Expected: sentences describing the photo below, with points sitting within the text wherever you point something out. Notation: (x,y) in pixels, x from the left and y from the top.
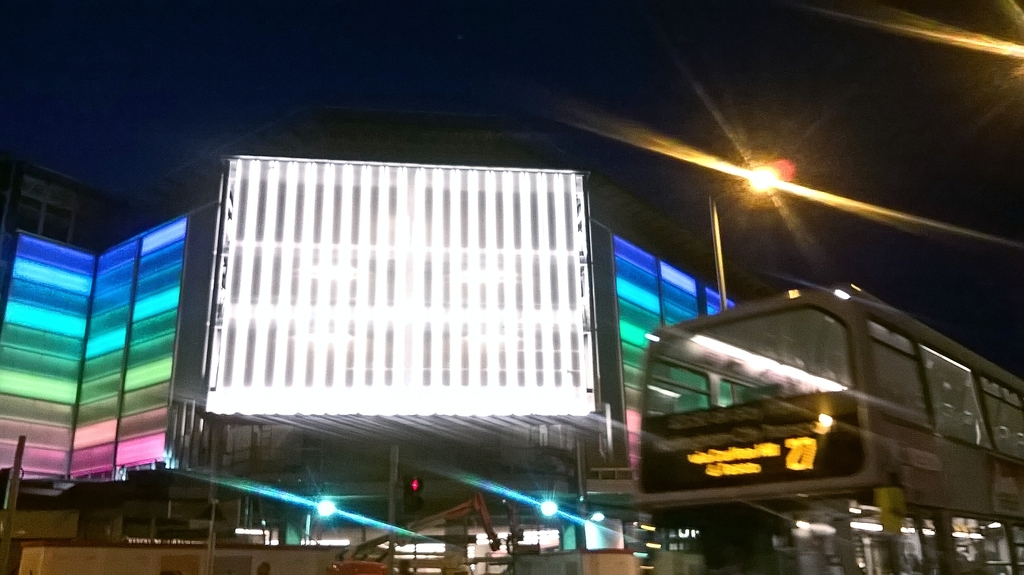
In this picture we can see some text (728,447), numbers (809,446) and lights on a vehicle (742,436). There is a traffic signal (417,501), poles (397,501) and other objects (426,555) are visible at the bottom of the picture (332,568). We can see a few buildings (326,259) in the background (521,198).
